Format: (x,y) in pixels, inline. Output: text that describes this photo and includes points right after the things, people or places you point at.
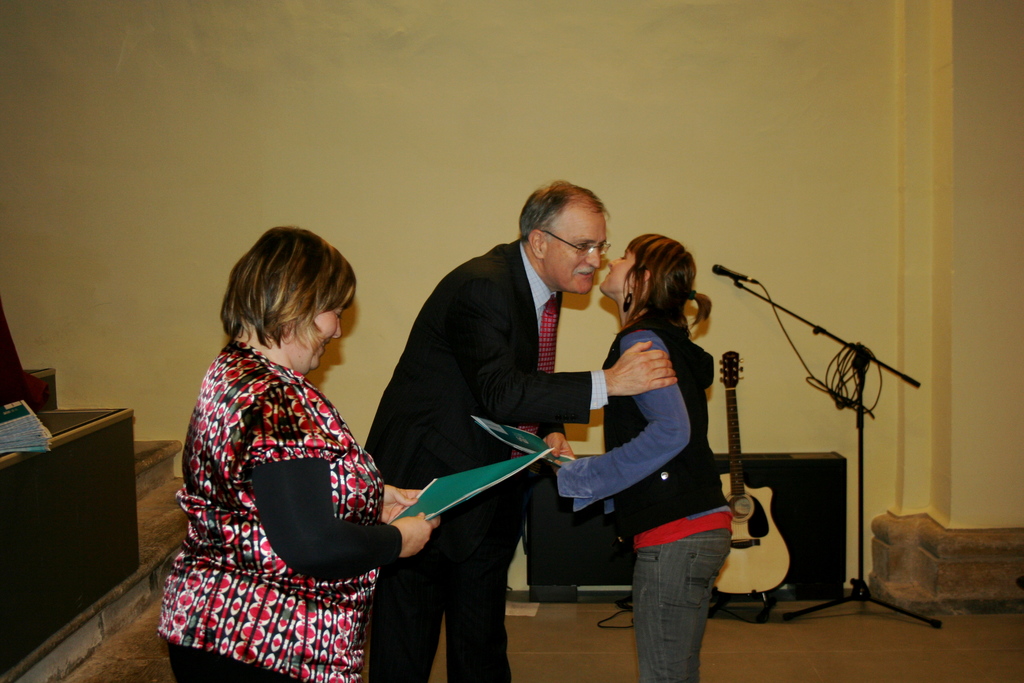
In this picture we can see one man (465,329) wore blazer (515,303), tie (553,350), spectacle (593,247) and here woman (633,419) telling in his ears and here we can see woman (289,504) smiling holding file (436,479) in her hands (401,504) and in background (447,144) we can see wall (778,135), guitar (739,369), mic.
